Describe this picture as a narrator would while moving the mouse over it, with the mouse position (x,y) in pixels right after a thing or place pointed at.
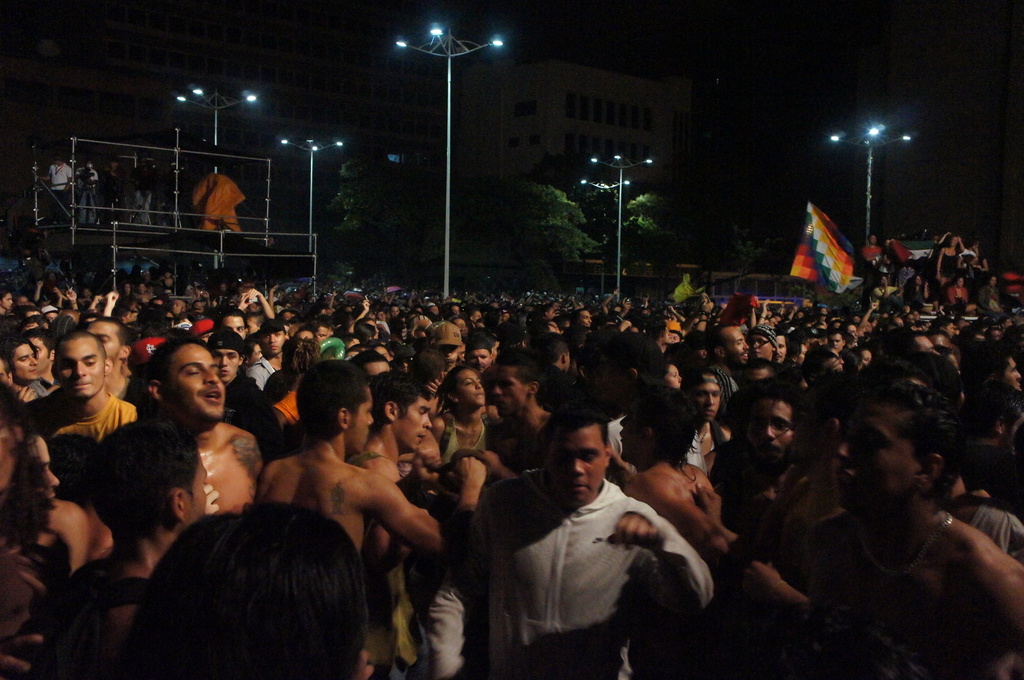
Many people (816,444) are standing. There are poles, lights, flag (841,240), trees (661,204) and buildings (400,107) at the back (361,106).
